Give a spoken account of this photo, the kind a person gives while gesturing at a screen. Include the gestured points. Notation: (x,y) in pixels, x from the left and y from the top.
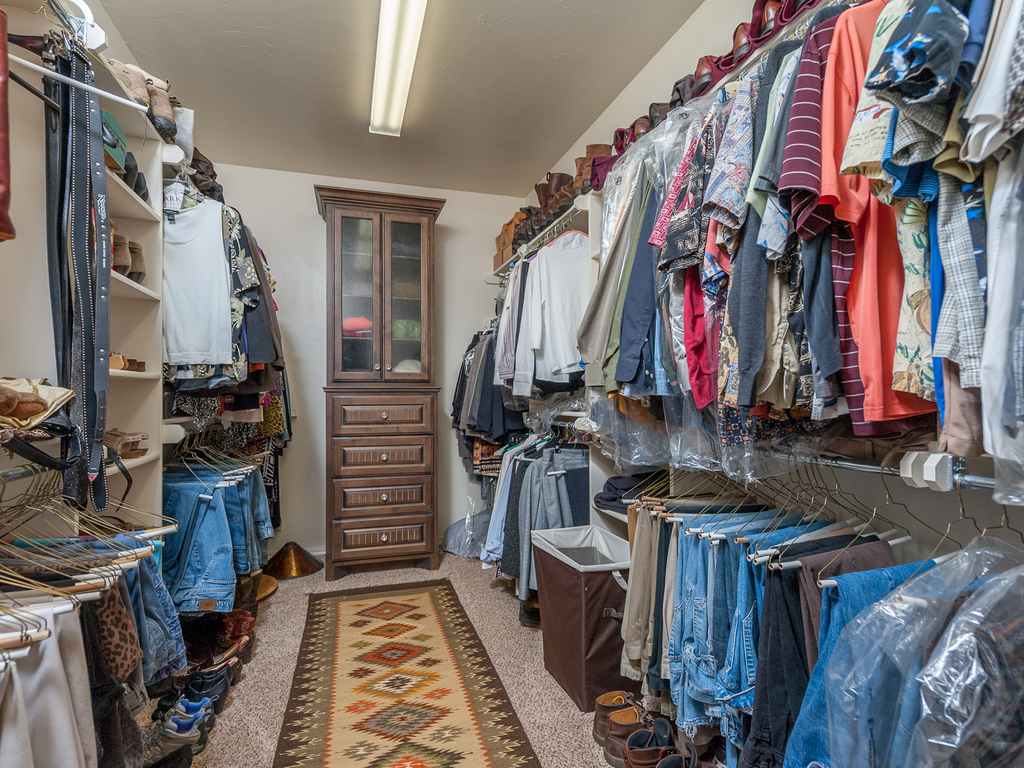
In the center of the image (357,308) there is a wall (315,306), mat (358,669), light (405,42), cupboard (363,297) with some objects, drawers (386,406), hangers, clothes (766,370), shoes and a few other objects (84,411).
